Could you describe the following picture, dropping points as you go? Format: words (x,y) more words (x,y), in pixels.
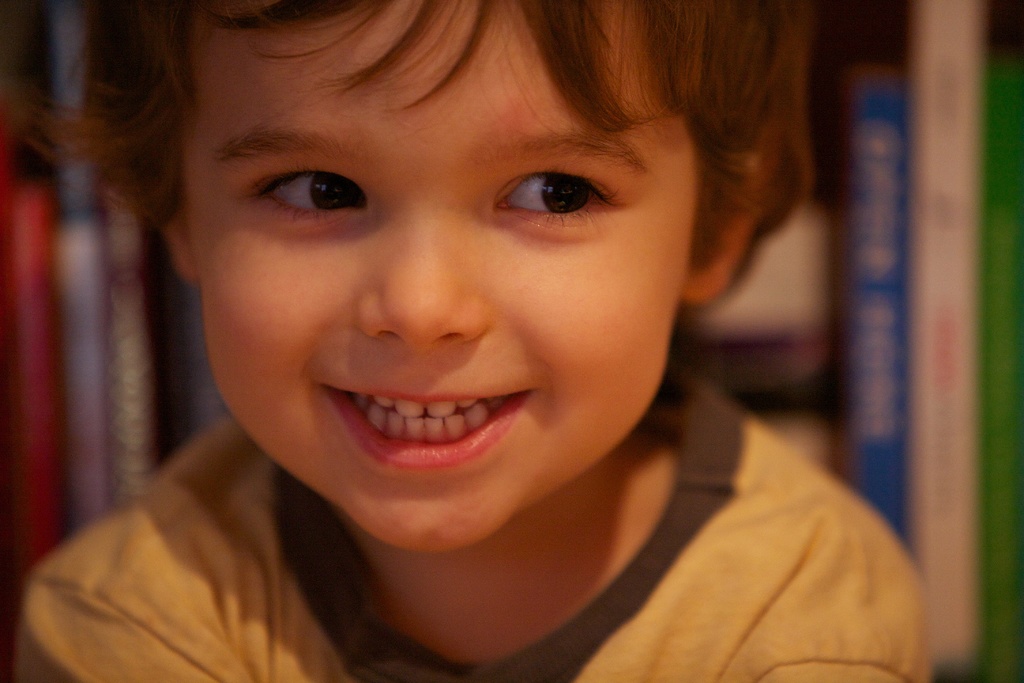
In this image I can see a boy (283,488) in the front (462,498) and I can see he is wearing yellow colour t-shirt (765,596). I can also see smile on his face (378,422). In the background (926,255) I can see number of books (879,232) and I can see this image is little bit blurry in the background (744,343).
